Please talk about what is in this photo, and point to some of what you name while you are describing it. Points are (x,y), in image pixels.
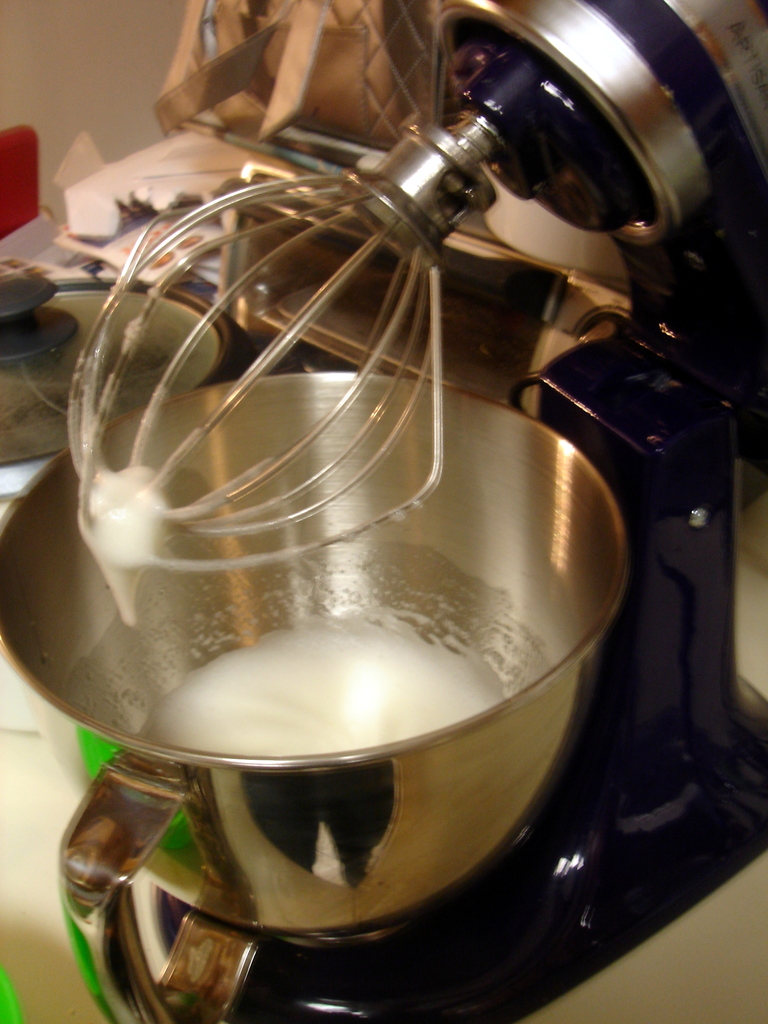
In this image I can see an electric beater (610,720) which is black and silver in color and I can see a white colored food item (341,676) in the container (266,611). In the background (259,237) I can see few other objects (256,214).
